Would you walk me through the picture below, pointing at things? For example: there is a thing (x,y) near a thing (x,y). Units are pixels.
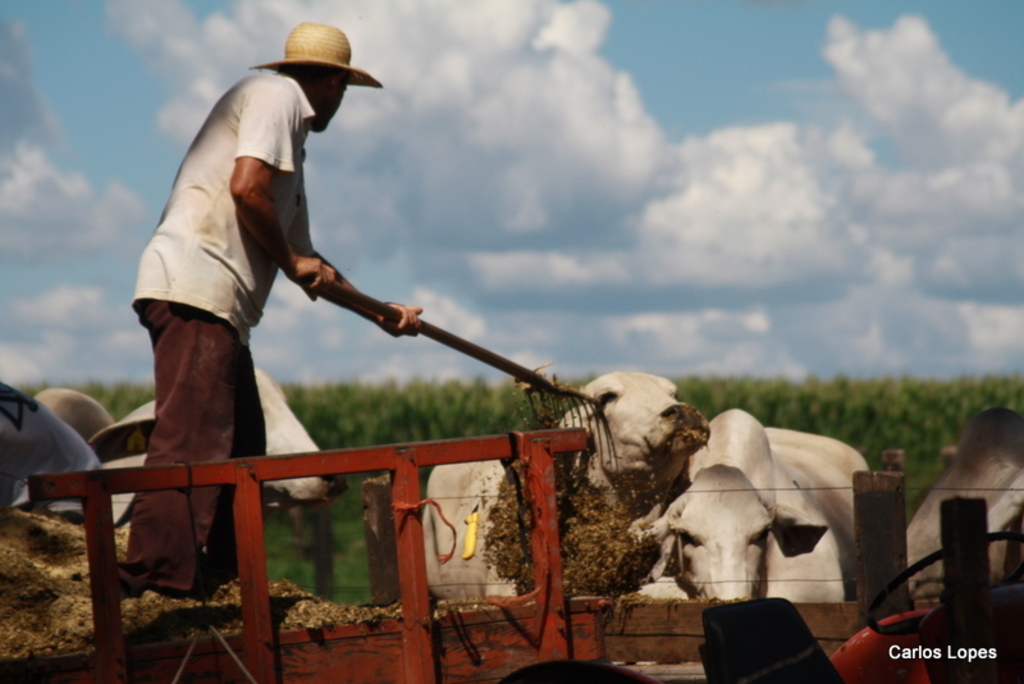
This image is taken outdoors. At the top of the image (91,148) there is a sky (113,82) with clouds (626,252). In the background (915,416) there are many plants (403,400). At the bottom of the image (238,608) there is a cart (476,658) with feed (75,573) on it and there are a few cows (609,485). A man (216,444) is standing on the cart (144,466) and he is holding a stick (448,338) in his hands (414,326).
